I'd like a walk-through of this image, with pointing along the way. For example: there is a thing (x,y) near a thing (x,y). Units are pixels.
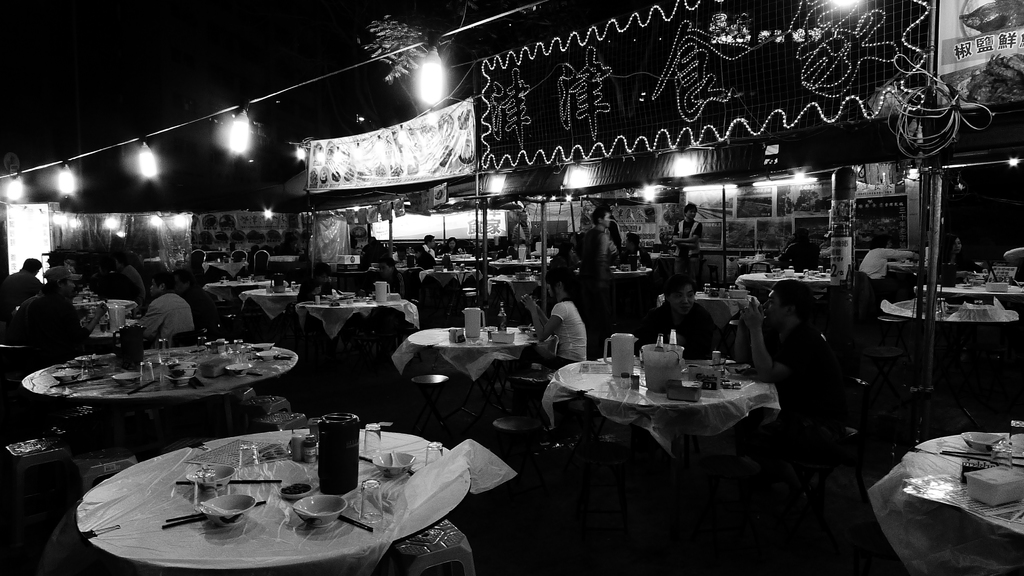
In this picture we can see table (273,443) and on table (175,555) we have bowl (232,498), chop stick (174,519), cloth (174,469), jar (323,482), glass (372,444) and in background (384,273) some persons (187,284) sitting on chair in front of the tables (229,289), banners (367,174), tree (391,69), light (424,55) i think this is some food court (309,224).
